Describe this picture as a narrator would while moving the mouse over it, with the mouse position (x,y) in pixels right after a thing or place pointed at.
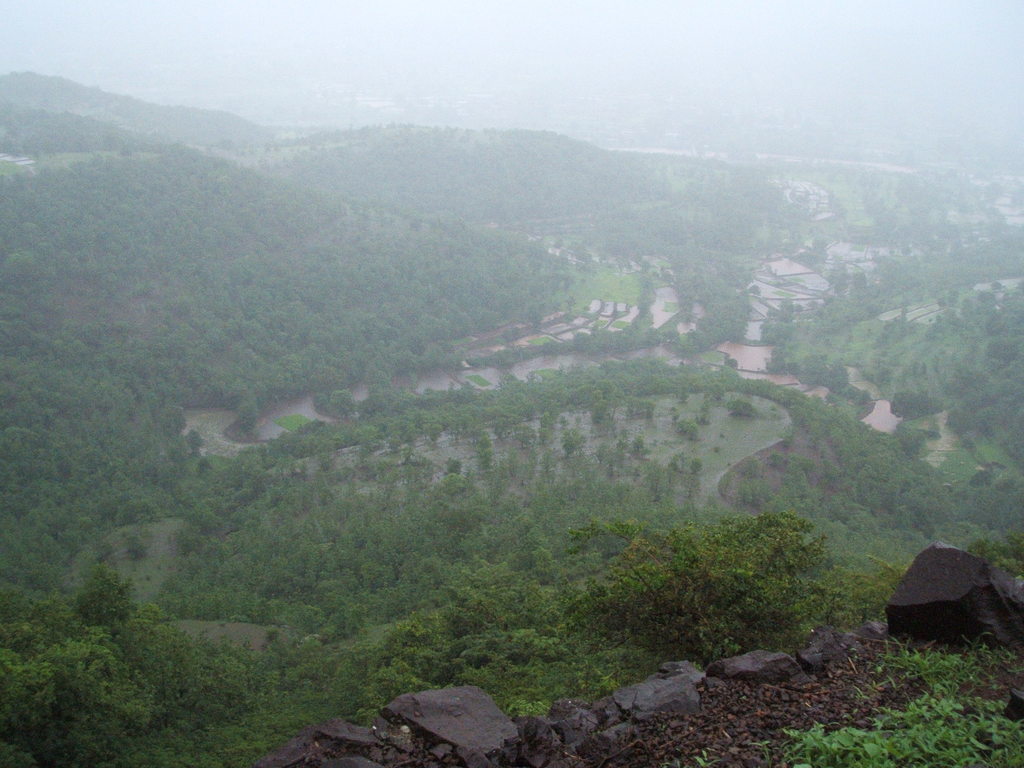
In this image we can see few hills (339,254). There are many trees (277,289) and plants (229,307) in the image. There are few agricultural fields (806,301) in the image There is a sky (614,65) in the image. There few rocks (959,616) in the image.
